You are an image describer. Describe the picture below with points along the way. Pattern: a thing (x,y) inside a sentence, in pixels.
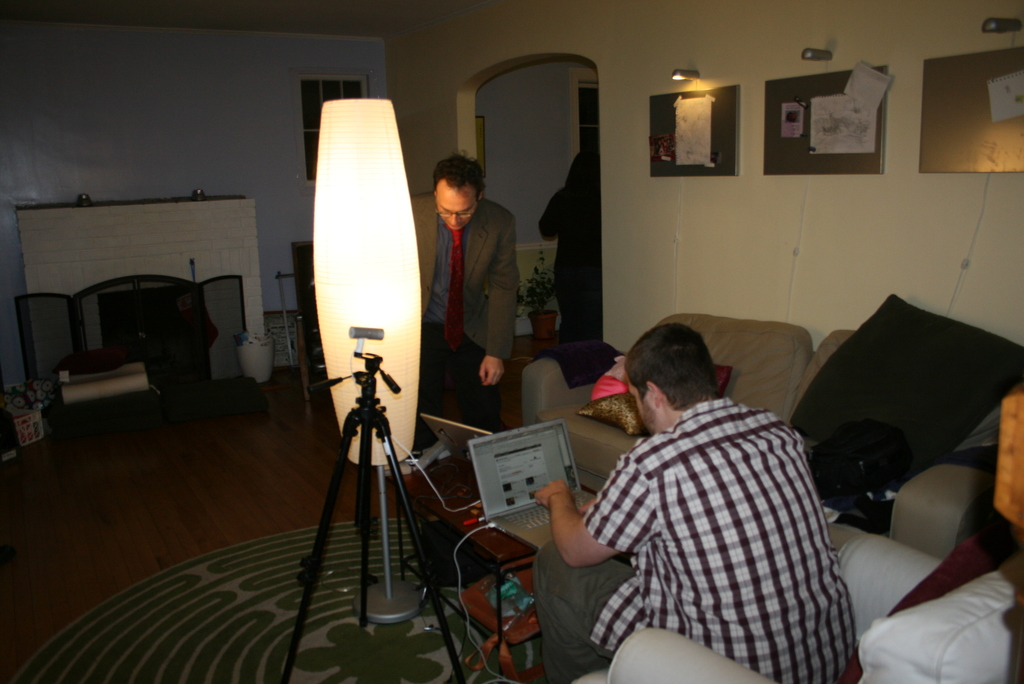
In this image there is a man (699,526) sitting in the sofa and working with the laptop (537,475). On the; left side there is a tripod (360,456), Beside the tripod (361,431) there is a light (371,273). On the right side (792,202) there is a wall (845,182) on which there are three boards (880,138). On the sofa (807,361) there are pillows (897,372) and blankets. In the middle (495,251) there is a person (467,369). On the table (449,471) there are laptops (448,445) and wires (437,487). On the left side (156,340) there is a fireplace (132,312) in the background (135,288). On the floor (271,434) there is a carpet (259,598), dustbin (248,345) and a box (29,429).
